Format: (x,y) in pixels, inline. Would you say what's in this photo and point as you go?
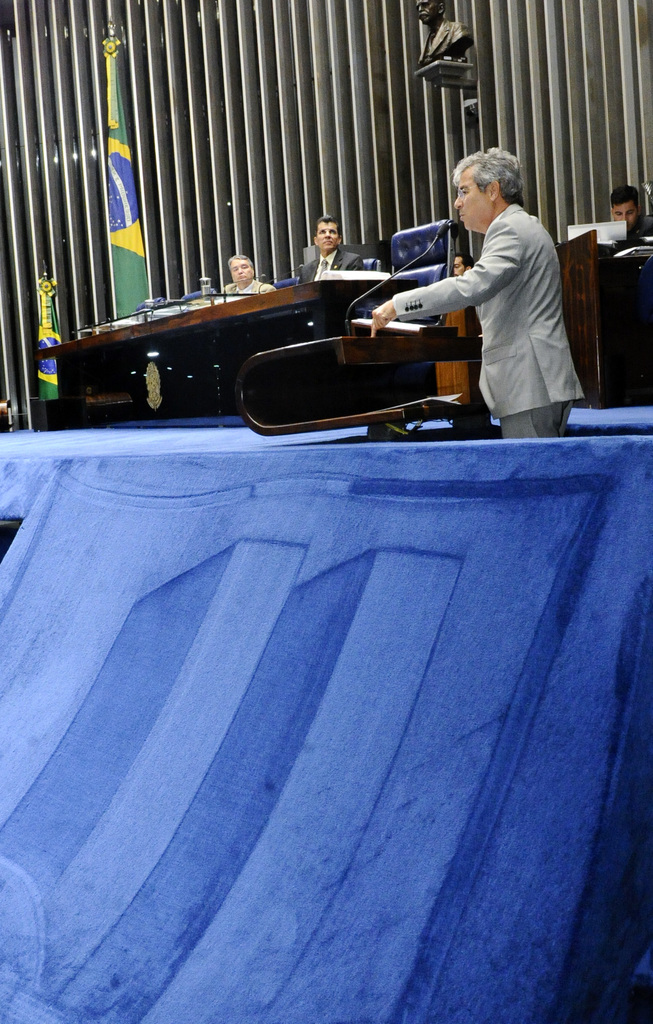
In this image I can see people (320,237) where one is standing and few are sitting on chairs (406,255). I can also see tables (282,311), a green colour flag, a podium (339,337) and a mic (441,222) on it. I can see they all are wearing formal dress (406,299).
